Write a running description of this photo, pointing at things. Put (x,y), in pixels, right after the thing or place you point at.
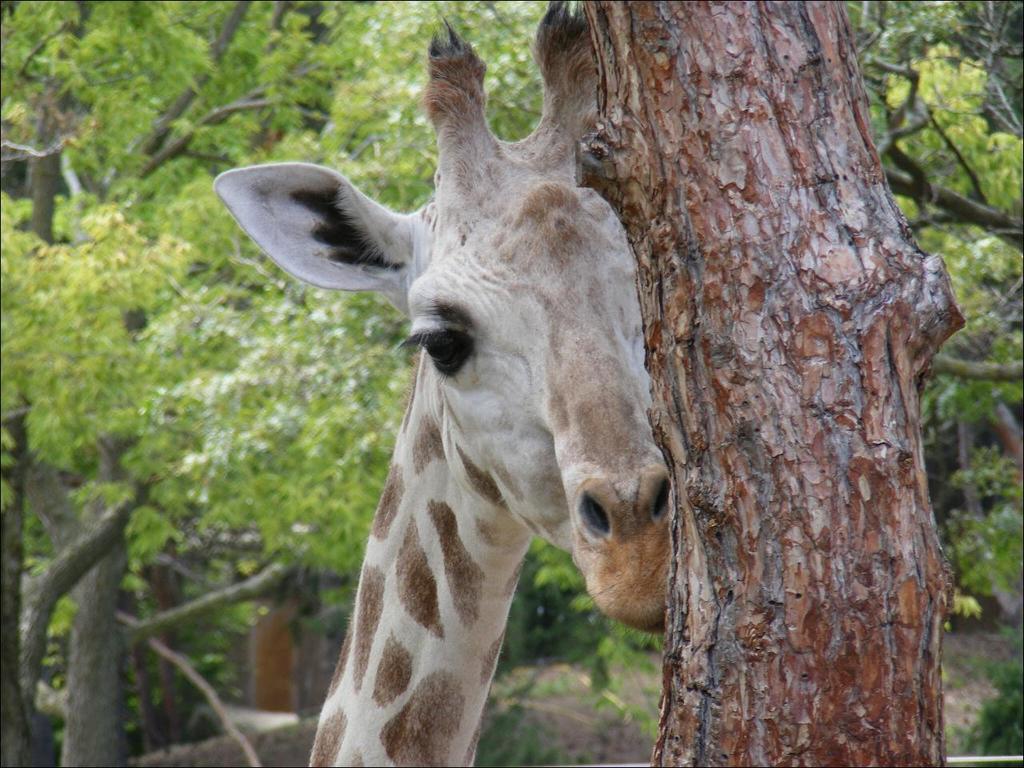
This image consists of a giraffe (435,702). On the right (804,436), we can see a tree (865,539). In the background (225,116), there are many trees (93,675).
